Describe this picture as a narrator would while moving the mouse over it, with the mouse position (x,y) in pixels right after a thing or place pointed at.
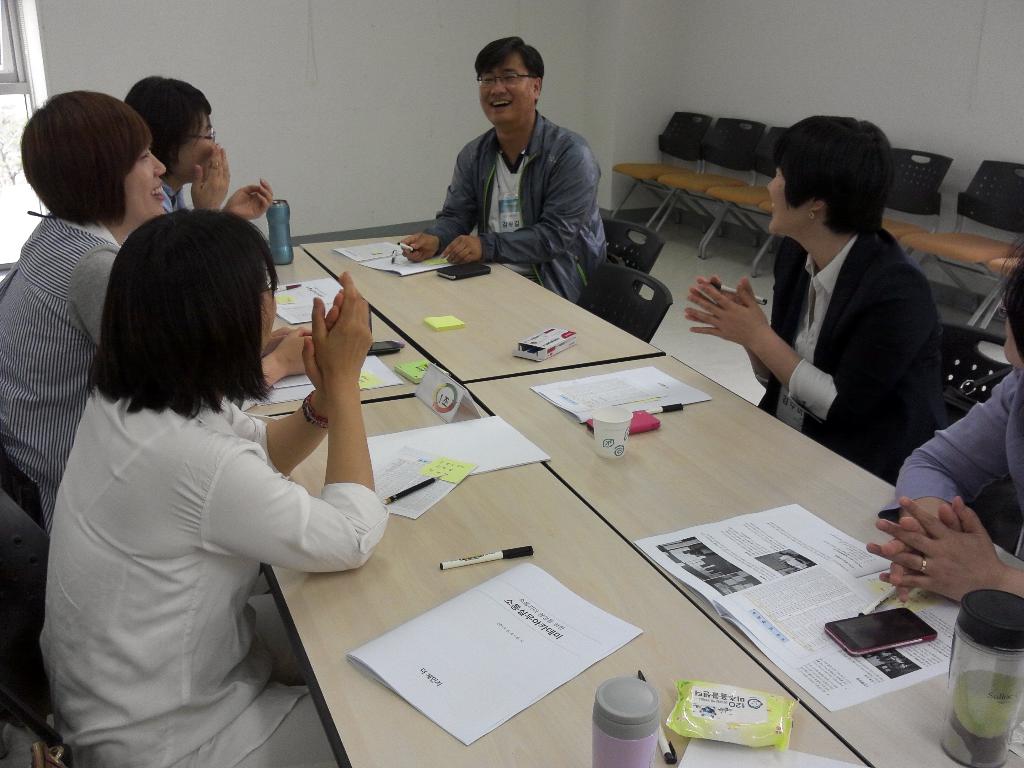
There are a group of people (72,524) sitting around the table (628,620) and talking to each other and there are many papers (479,608), pens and bottles (288,218) are kept on the table (529,418) and behind these people (478,215) there are some chairs (963,193) arranged in front of the wall (753,104).
